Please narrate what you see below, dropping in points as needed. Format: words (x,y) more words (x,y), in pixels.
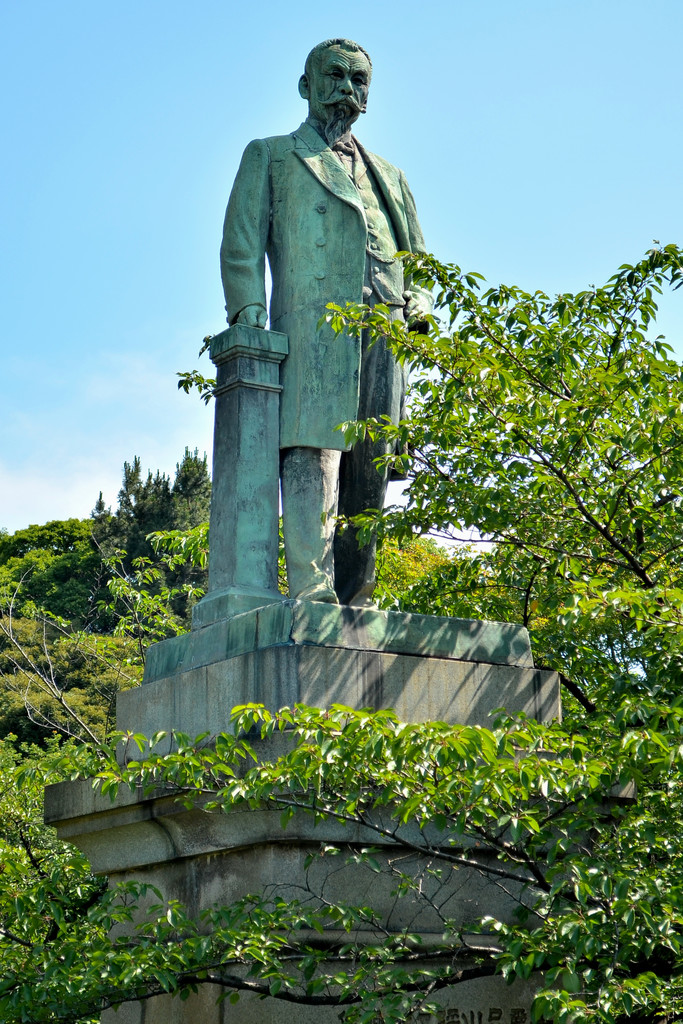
In this image, we can see some branches (480,436). There is a statue (337,438) in the middle of the image (342,629). In the background of the image (192,272), there is a sky (389,63).
